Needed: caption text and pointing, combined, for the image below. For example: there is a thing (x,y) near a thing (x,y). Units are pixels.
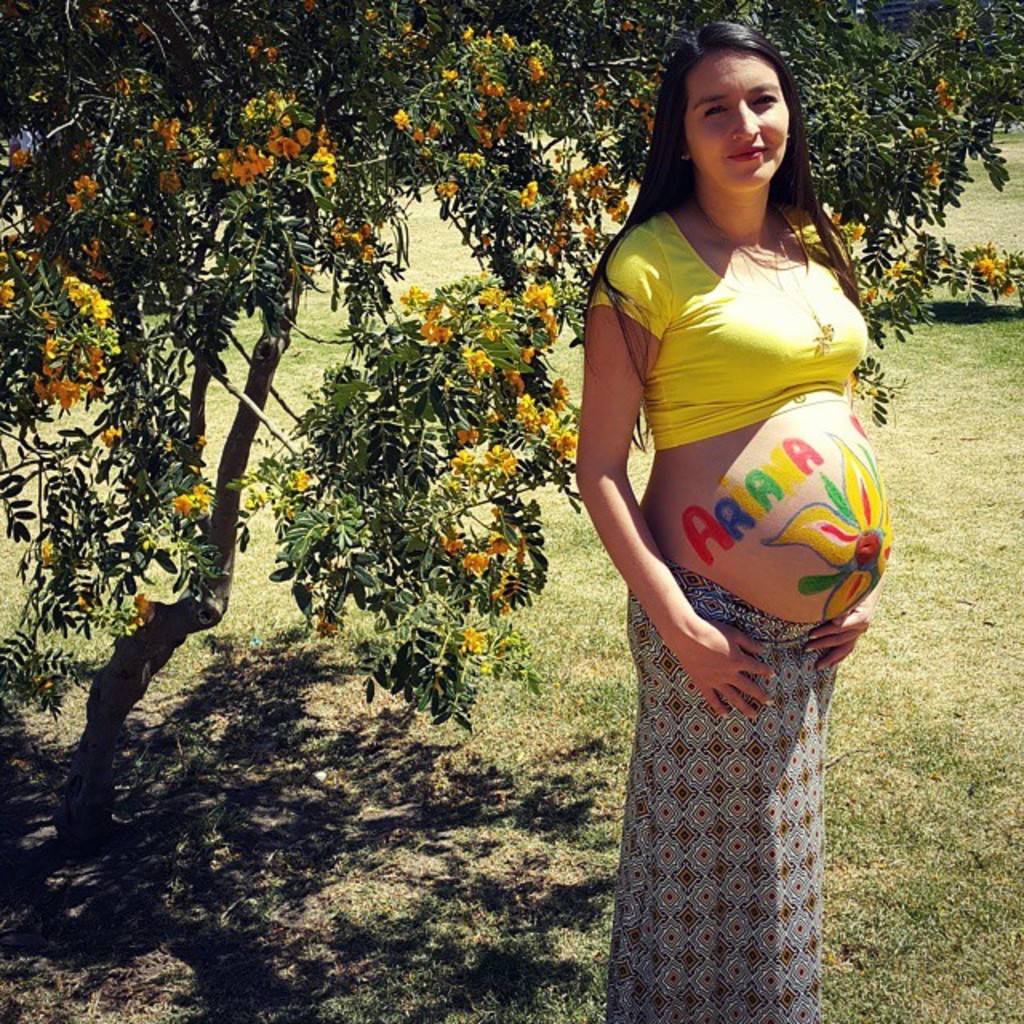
This image consists of a woman (738,474) wearing a yellow top (813,335). And we can the text (779,490) on her body (674,479). In the background (2,174), there is a plant (353,488) along with the flowers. At the bottom (391,890), there is green grass (354,885) on the ground (342,935).
